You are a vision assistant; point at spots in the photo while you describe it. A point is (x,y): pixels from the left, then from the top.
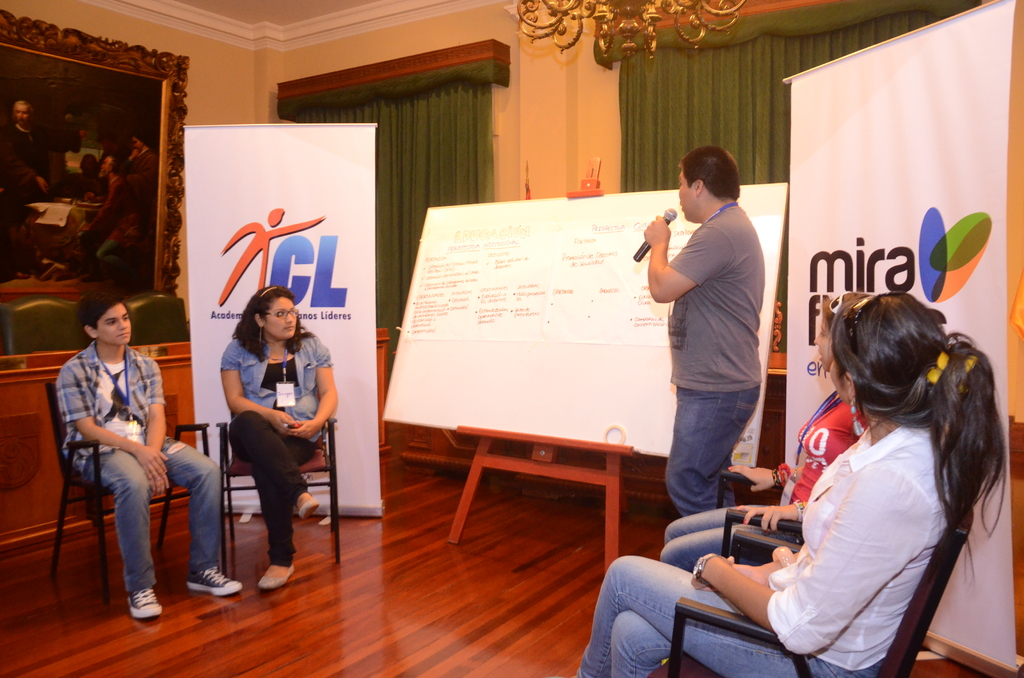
In this image I can see the floor (418,609), few persons (240,438) sitting on chairs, few banners (978,201), a person (709,489) standing and holding microphone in his hand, a white colored board (576,379), few papers (584,324) attached to it and in the background (1016,163) I can see few curtains (465,132), the wall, a chandelier (630,14) and a photo frame (152,85) attached to the wall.
